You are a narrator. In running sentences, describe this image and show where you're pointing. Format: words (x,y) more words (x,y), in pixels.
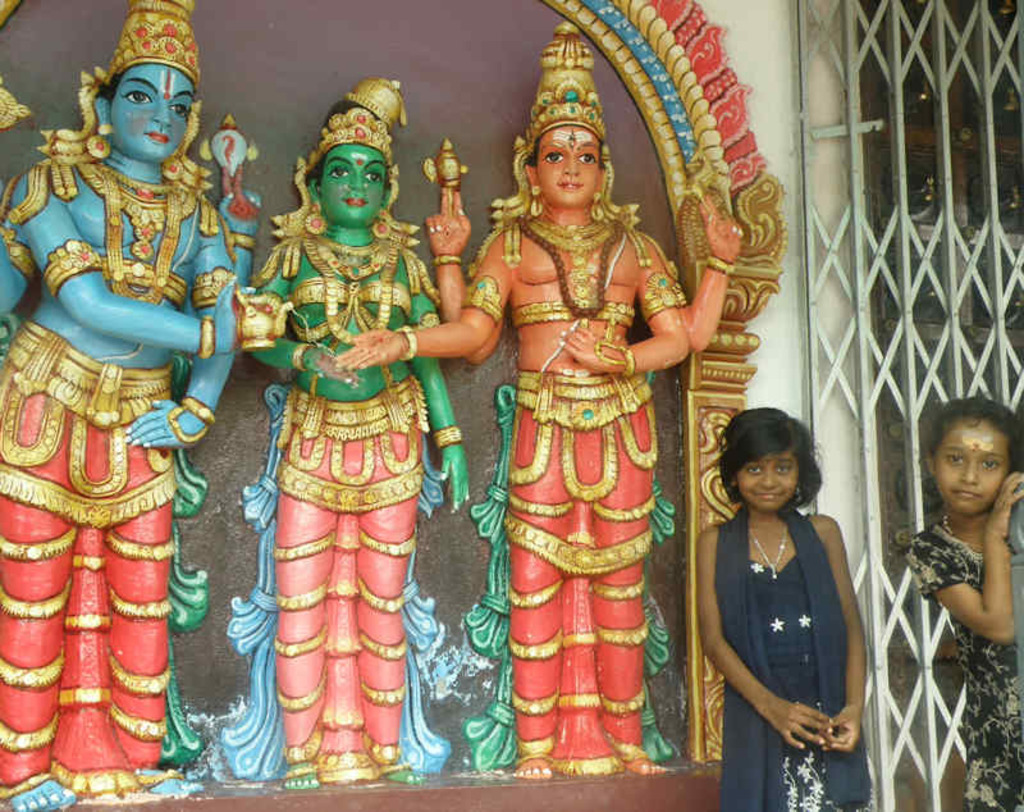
In this image we can see statues of god (586,400) and there are two kids (829,550) standing beside the statues (585,315) and there is a gate (903,232) attached to the wall (798,338).
